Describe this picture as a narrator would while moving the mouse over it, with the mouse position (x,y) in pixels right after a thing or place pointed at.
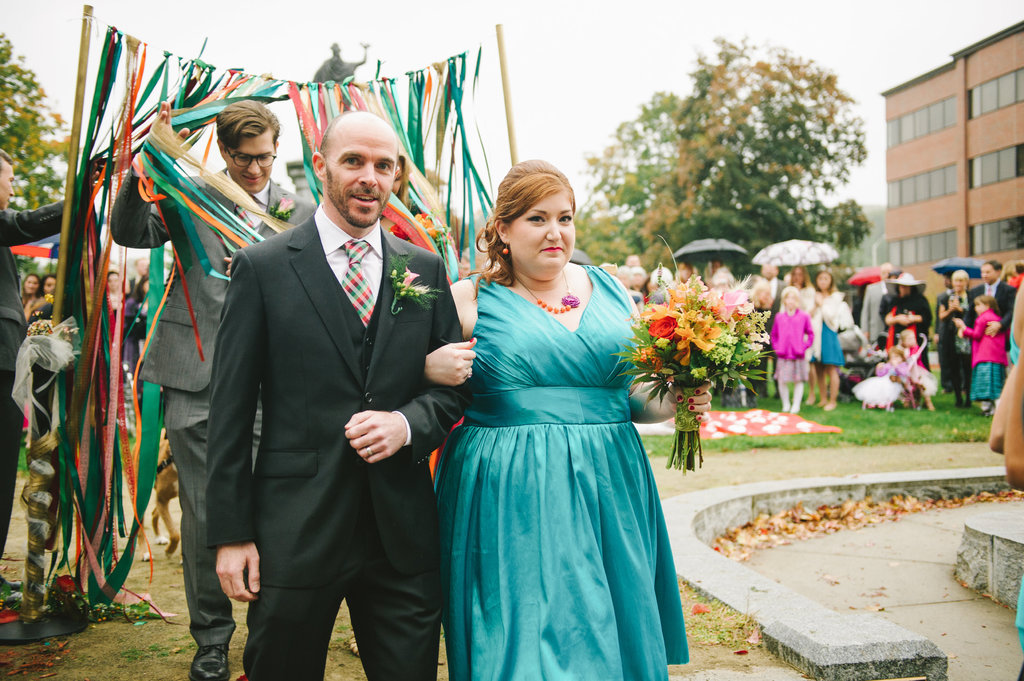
In this image we can see a group of people (540,379) standing on the ground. One person (385,381) is wearing black coat (378,335) and a tie (354,303). One woman (535,580) is wearing a dress (598,365) and holding flowers (669,358) in her hand (668,399). In the background (221,286), we can see a person (246,174) wearing spectacles (257,157), ribbons (317,139), poles (76,137), a statue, group of trees (724,222), umbrellas (761,262), a building (923,189) and the sky (635,29).
